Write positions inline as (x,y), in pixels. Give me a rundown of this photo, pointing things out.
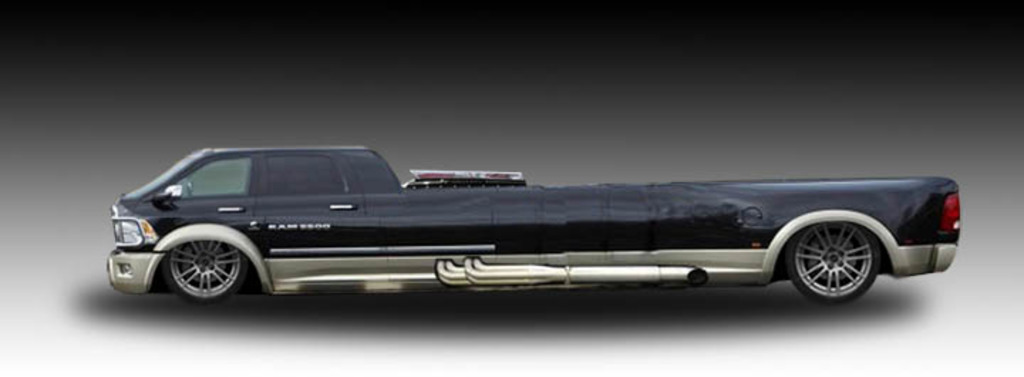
In the image there is a toy (272,222) of a truck (299,236) and it is in black color.
